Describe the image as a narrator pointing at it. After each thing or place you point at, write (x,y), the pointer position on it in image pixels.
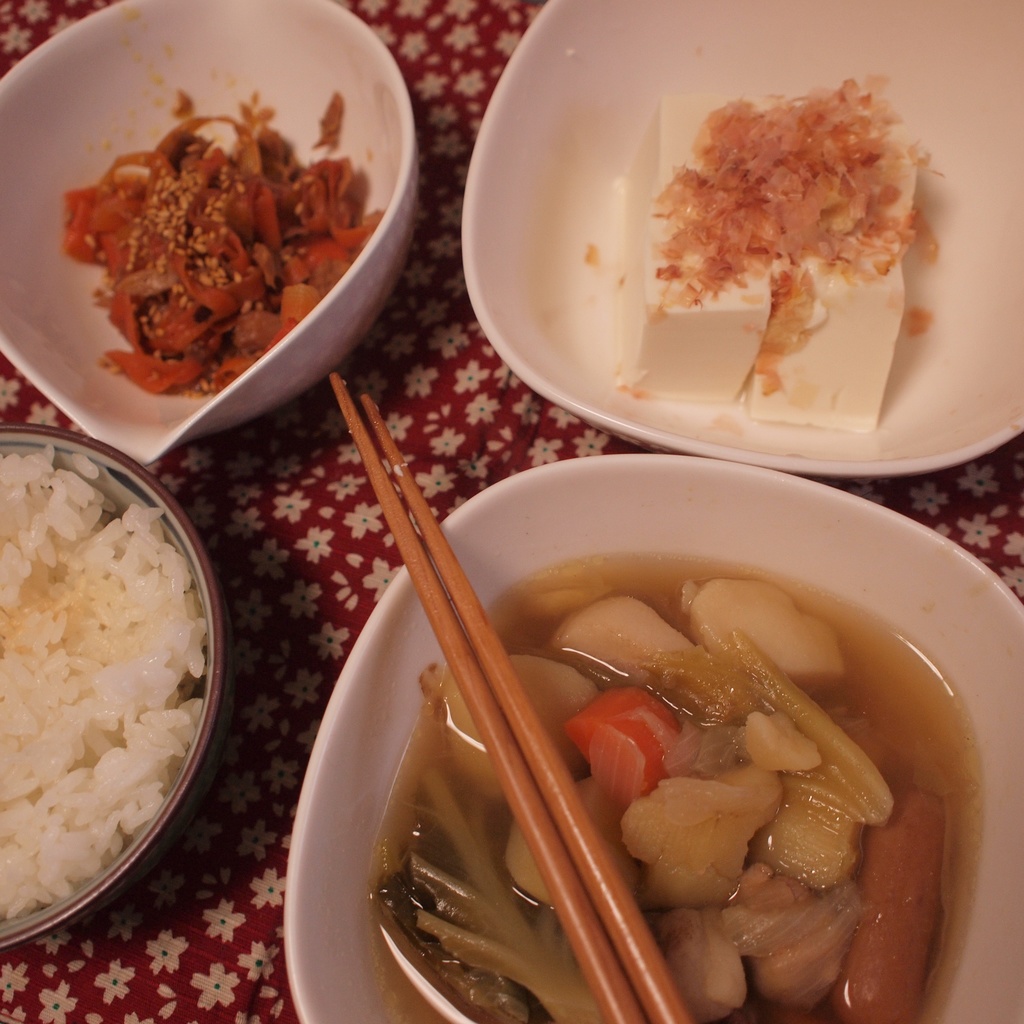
As we can see in the image there is a table (494,73), bowls (536,128) and chopsticks (461,659). In bowls (200,749) there are dishes (33,723).
